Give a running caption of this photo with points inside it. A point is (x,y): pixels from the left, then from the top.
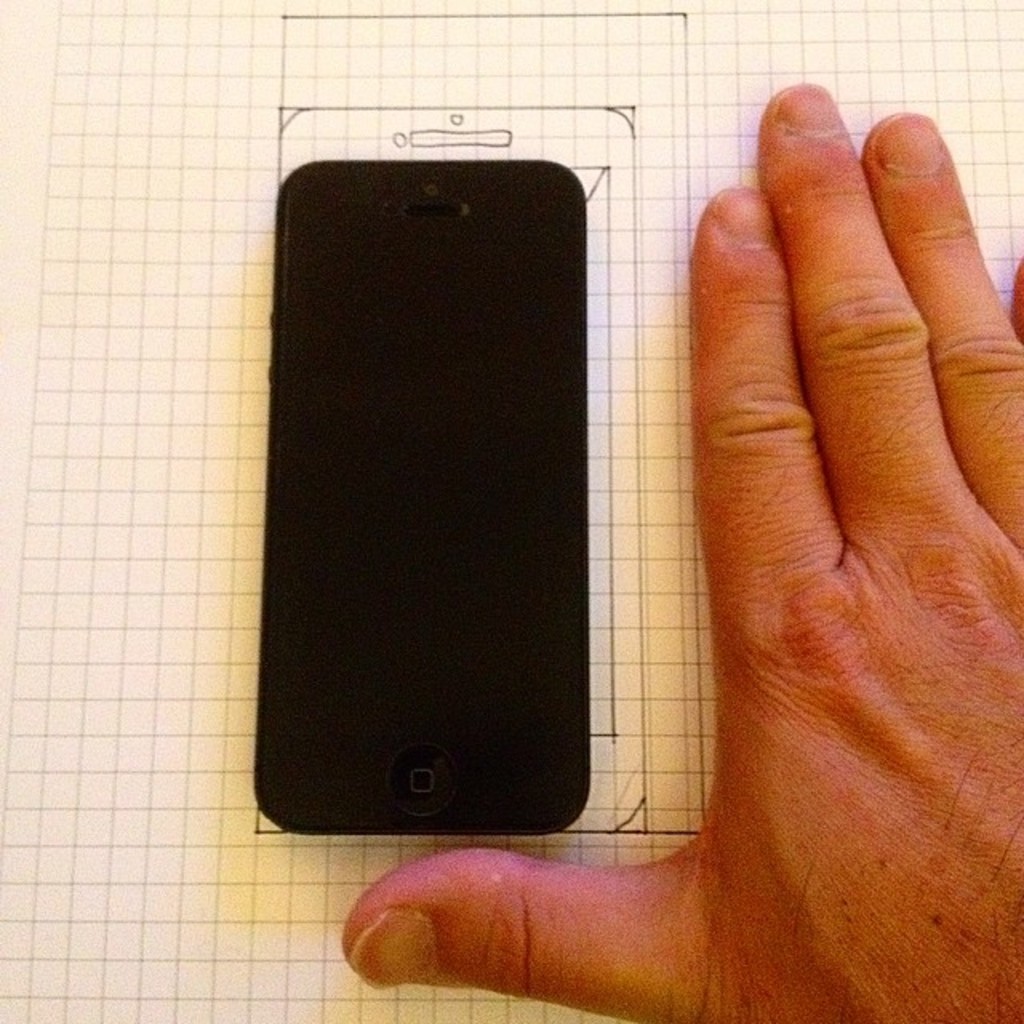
In this image I can see a mobile phone (496,360) on a paper (1009,14), it is in black color. On the right side (867,263) there is the hand (803,584) of a human (855,602).
